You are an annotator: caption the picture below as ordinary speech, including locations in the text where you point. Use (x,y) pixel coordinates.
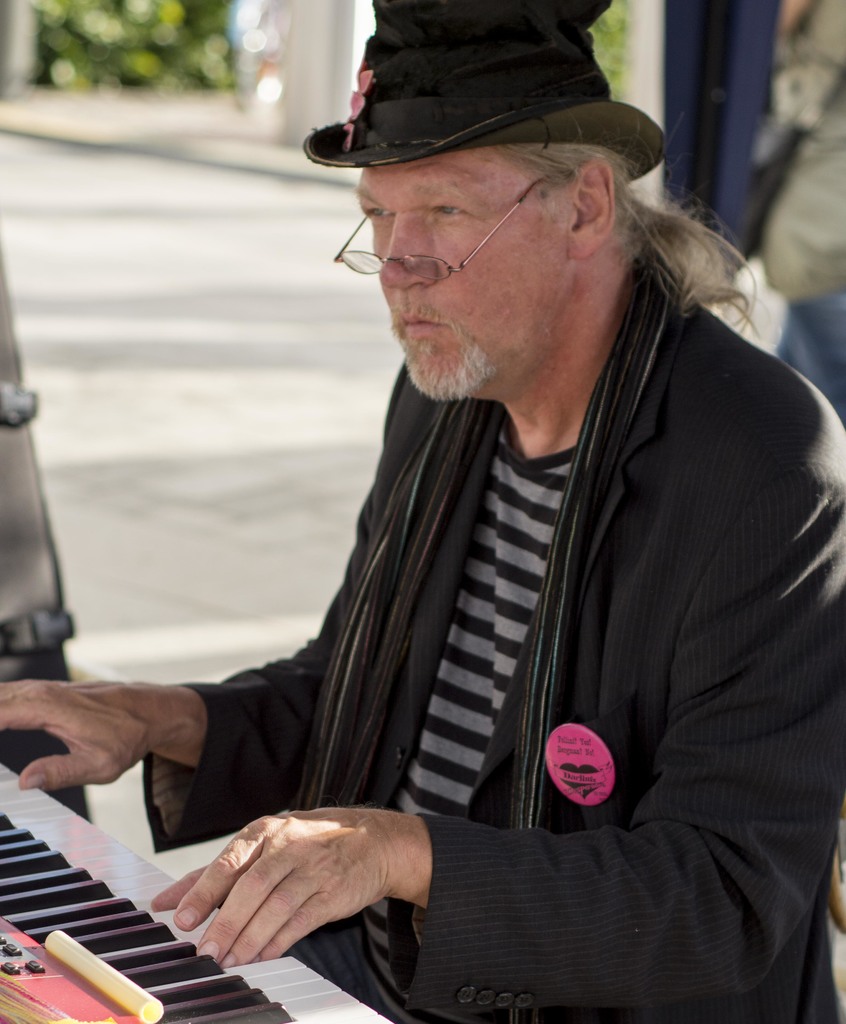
As we can see in the image there is a man (586,582) playing musical keyboard (96,847).
